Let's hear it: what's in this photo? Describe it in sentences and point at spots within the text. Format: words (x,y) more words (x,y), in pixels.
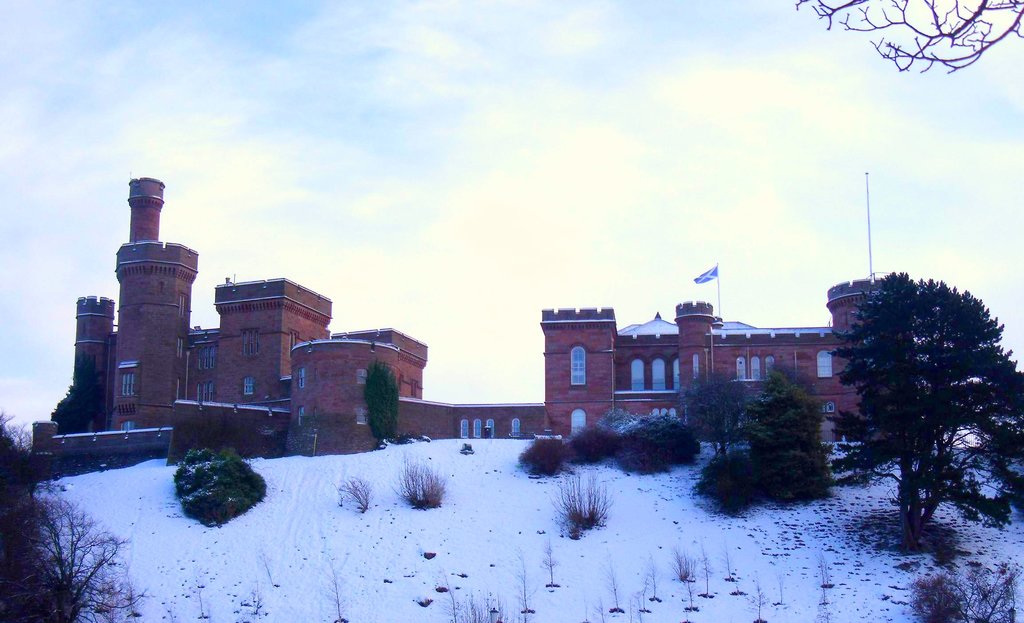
In this image I can see building (152,270) which is in brown color, at right (908,355) I can see flag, trees (957,355) in green color, snow (543,494) in white color and sky (477,229) in blue and white color.
